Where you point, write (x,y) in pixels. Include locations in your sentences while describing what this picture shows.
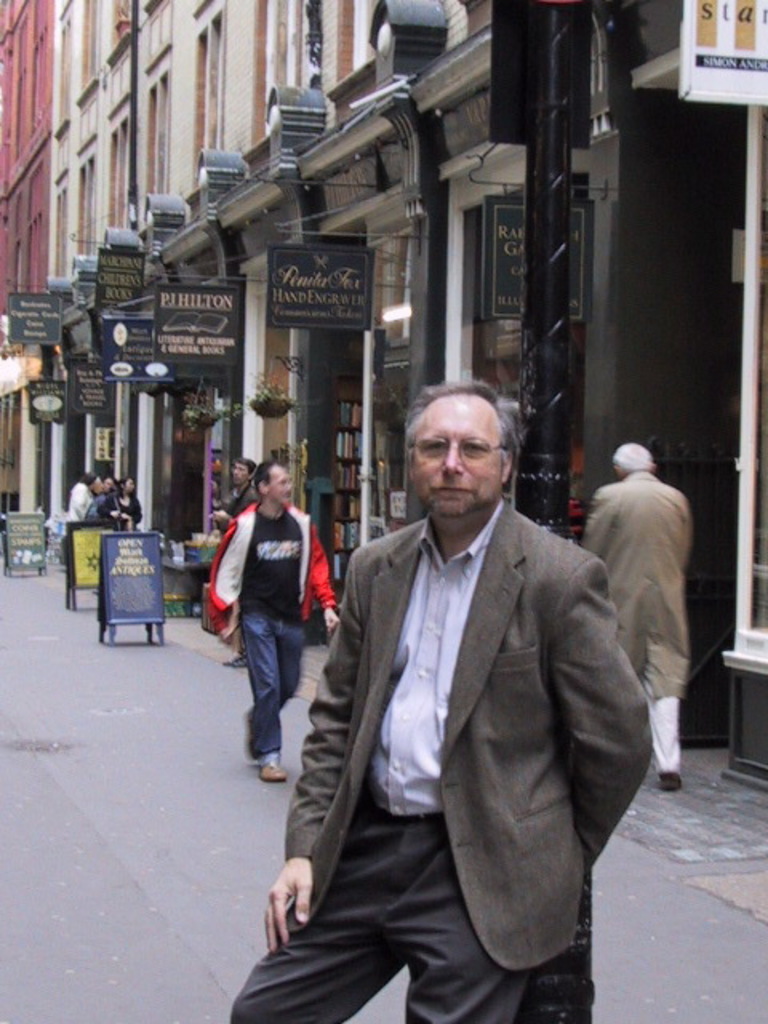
In this image I can see the road (211,745), few persons (376,728) standing on the road (185,791), few boards (101,535) and few buildings (323,199).
